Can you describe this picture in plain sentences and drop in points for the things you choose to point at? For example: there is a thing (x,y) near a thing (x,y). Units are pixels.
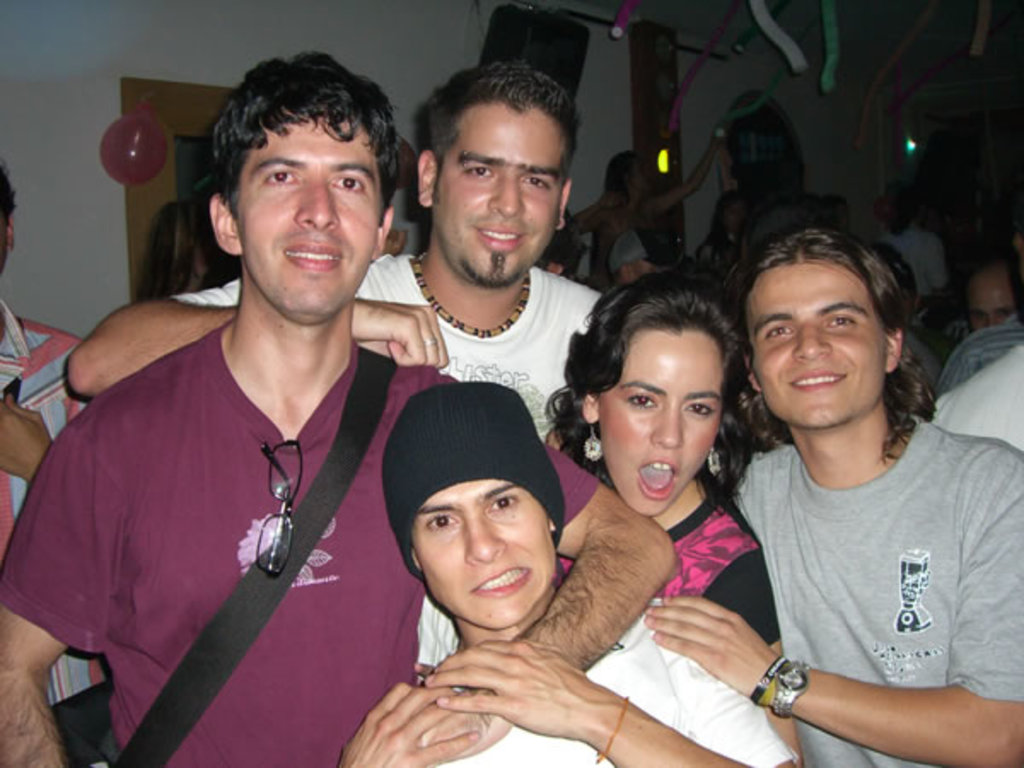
In this picture there are group of people (585,511) standing. At the back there are group of people (1009,438) and there is a speaker (500,14) and there are objects (641,82) on the wall (702,202). At the top (834,69) there is a decoration (834,44). On the left side of the image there is a balloon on the wall (109,302).
